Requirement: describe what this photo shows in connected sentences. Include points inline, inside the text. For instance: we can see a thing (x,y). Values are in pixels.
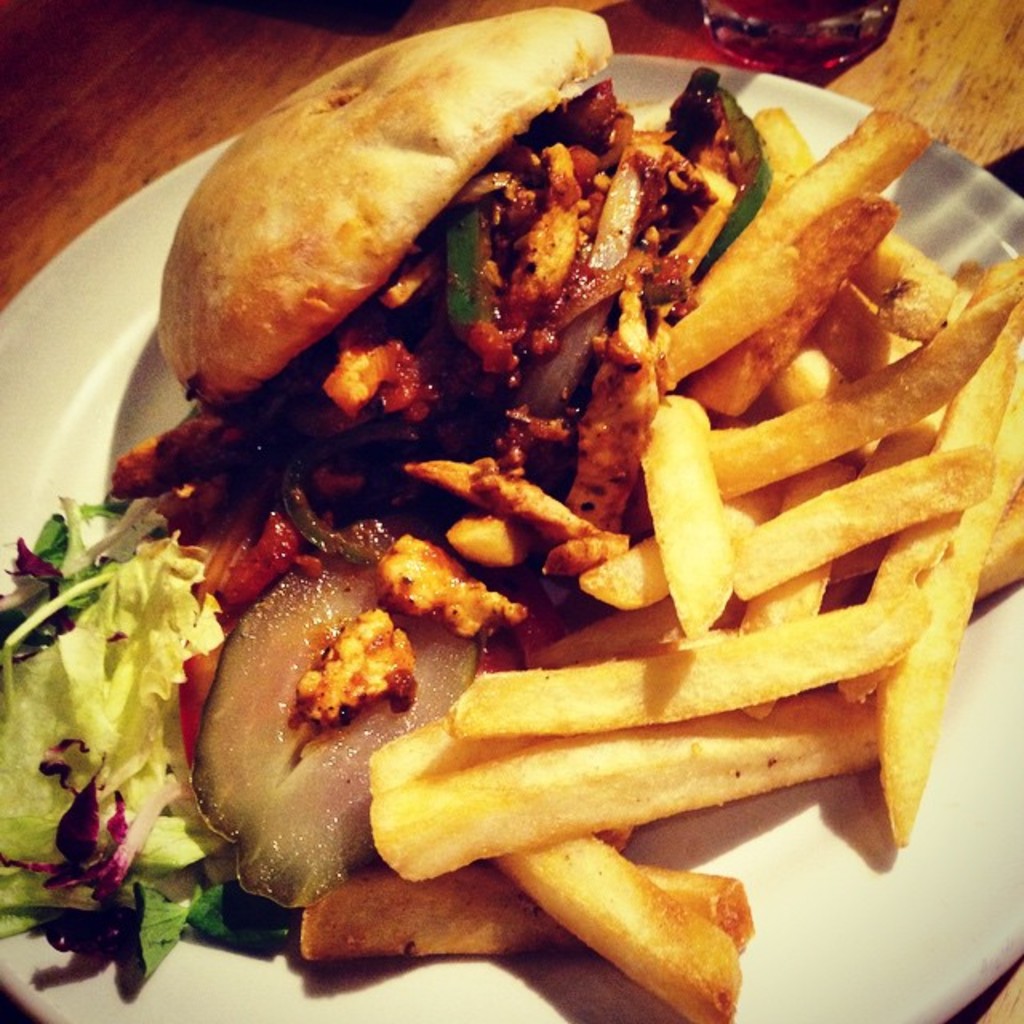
In this picture I can see some food (940,357) in a plate (758,832).
